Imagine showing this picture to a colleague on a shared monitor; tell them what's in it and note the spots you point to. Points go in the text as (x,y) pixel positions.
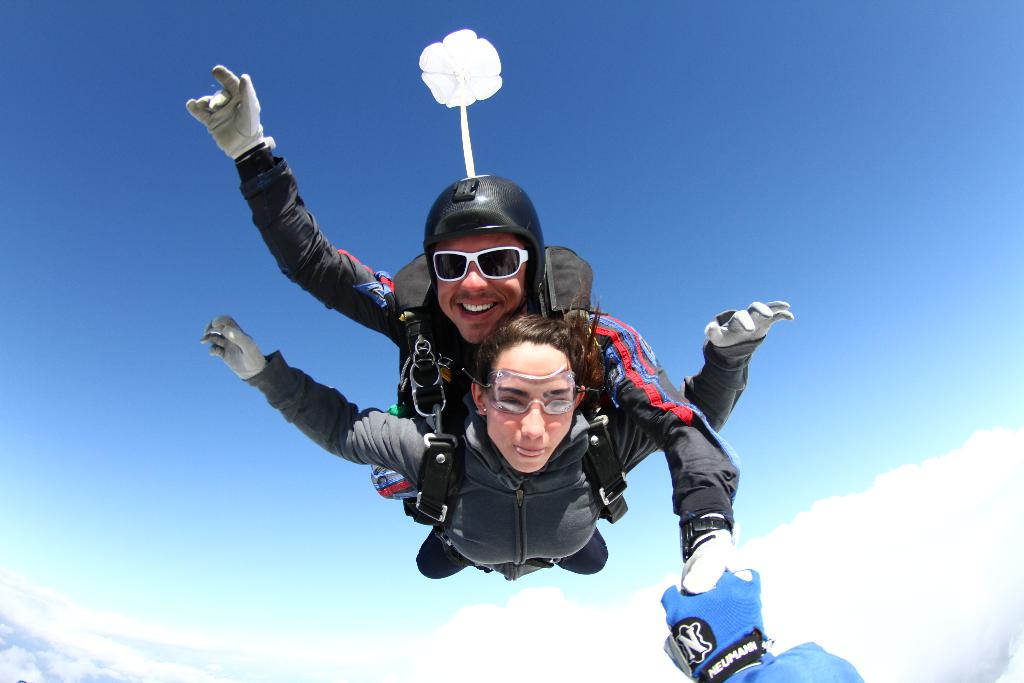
In this image we can see a man (455,304) and a woman (485,384) doing skydiving. In the background (194,644) we can see sky (151,505) and clouds (125,626).
